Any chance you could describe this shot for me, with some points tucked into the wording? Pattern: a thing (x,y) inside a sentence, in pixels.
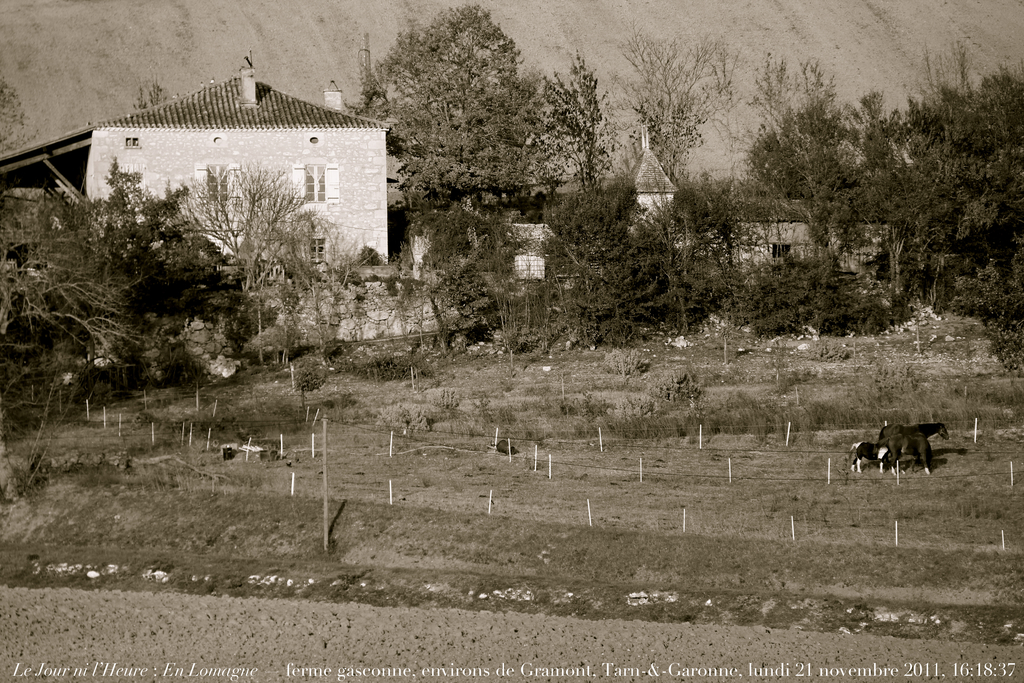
In this black and white picture there are few buildings (234,189). Before it there are few trees (102,319) on the land (638,434) having few poles (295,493). Right side (855,445) there are few animals (893,445) on the land (879,482). Background (31,107) there is a hill (916,19).
